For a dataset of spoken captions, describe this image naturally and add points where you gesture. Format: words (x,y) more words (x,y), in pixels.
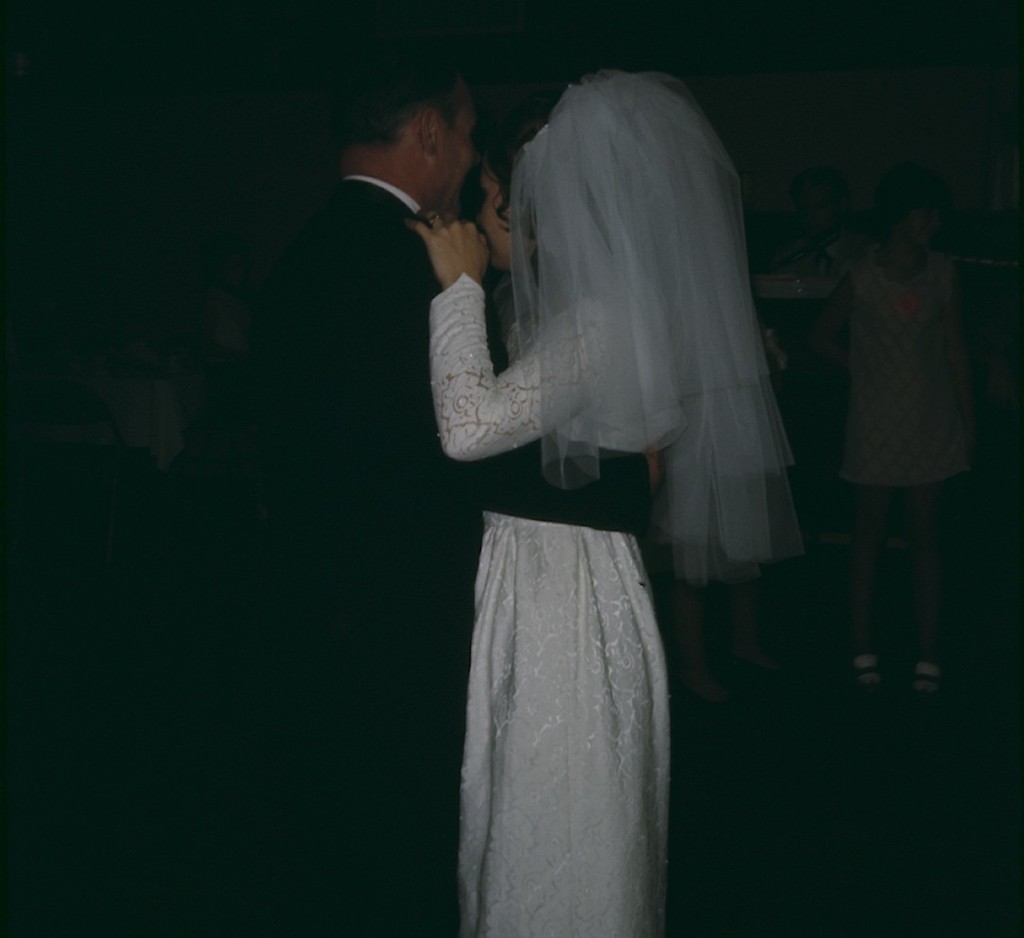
This picture seems to be clicked inside the room (798,761) and we can see the group of people (622,153). In the foreground (365,456) we can see a person (397,305) wearing a suit (400,447) and we can see a woman (588,257) wearing a white color dress (600,609), standing and both of them seems to be dancing with each other. In the background (870,289) we can see the group of people (923,585) seems to be standing on the floor (940,800) and we can see the chair (88,451), table (108,371) on the top of which some items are placed and we can see the wall (307,134) and some other objects (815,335) in the background (788,353).
